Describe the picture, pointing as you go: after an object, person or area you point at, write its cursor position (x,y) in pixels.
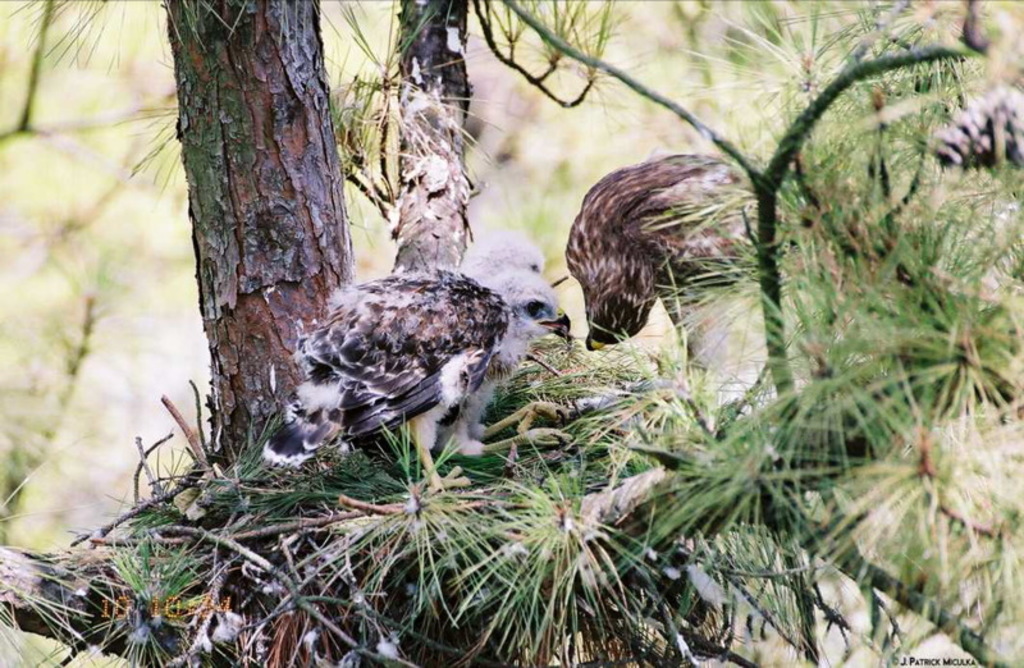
In this image, we can see few birds (449,394) on the tree (662,367). Here we can see leaves (1021,258), branches (600,60) and stems (767,184). Background (637,41) we can see the blur view. At the bottom of the image (214,607), we can see watermarks (201,610).
